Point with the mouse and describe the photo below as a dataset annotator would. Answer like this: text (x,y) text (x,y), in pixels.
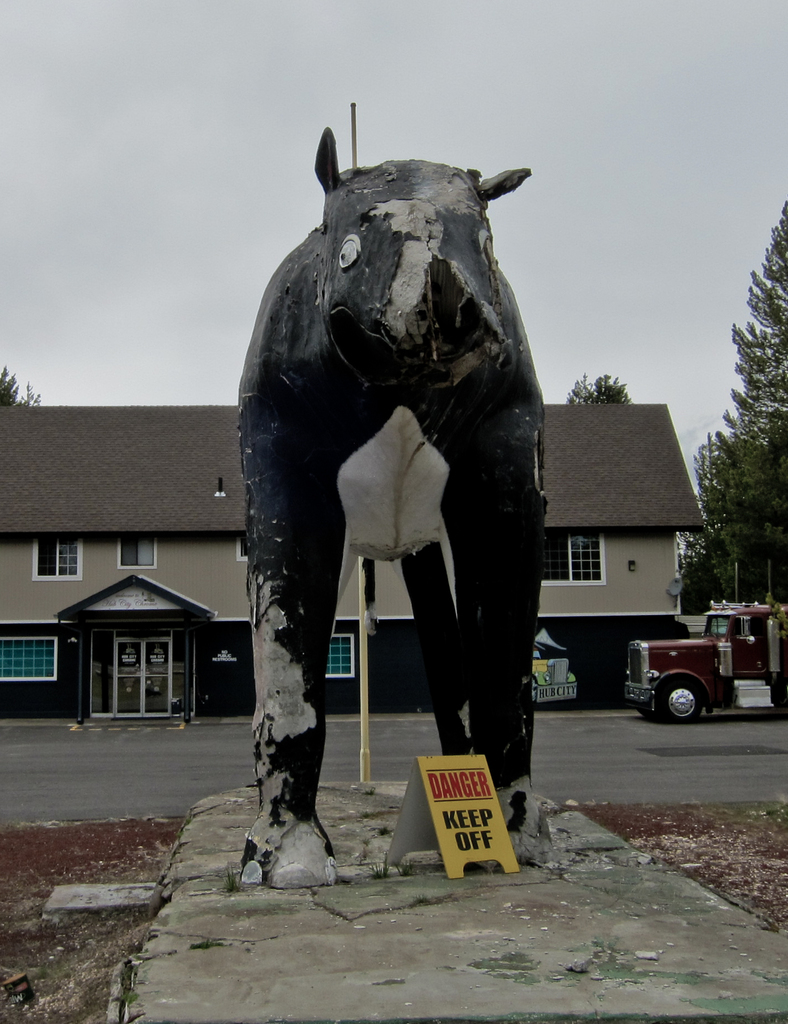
In this image there is a sculpture (456,571), under the sculpture (500,764) there is a board (498,814), on that board (453,829) there is some text (466,815), in the background (32,745) there is a vehicle (720,688) on a road (145,754) and there is a house (639,488), trees (746,383) and the sky (541,228).
